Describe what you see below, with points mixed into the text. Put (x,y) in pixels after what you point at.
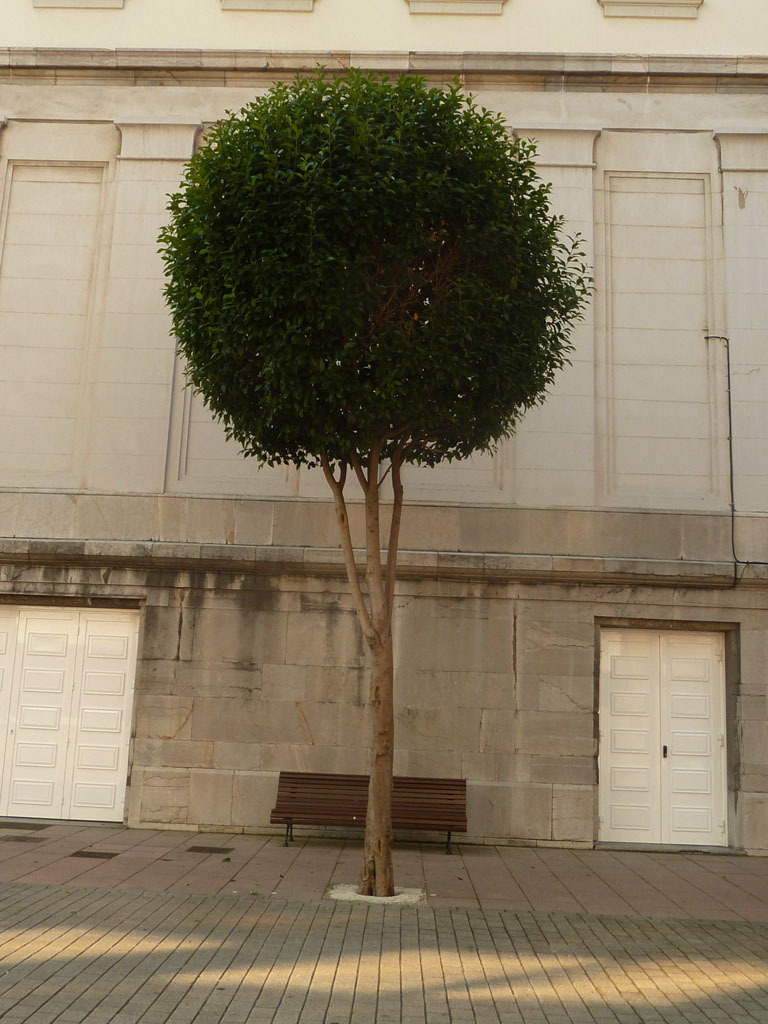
There is a tree (176,285) on a sidewalk (253,867). In the back (303,802) there is a bench (293,801). Near to bench (310,812) there is a building (593,441) with doors (704,715).
